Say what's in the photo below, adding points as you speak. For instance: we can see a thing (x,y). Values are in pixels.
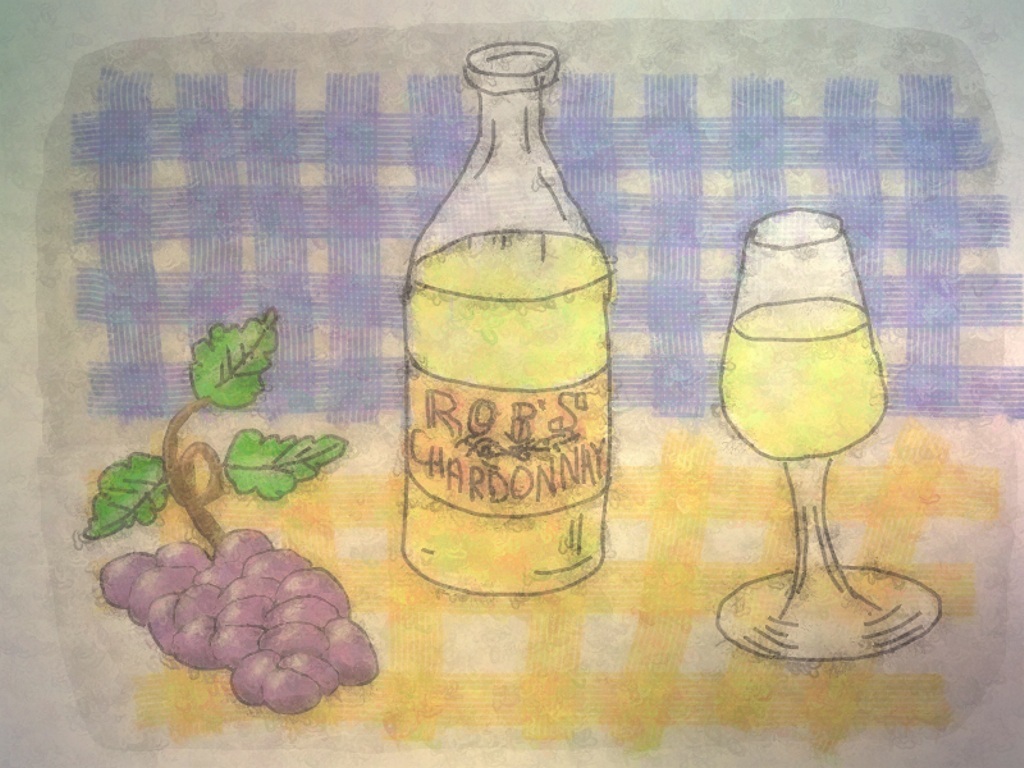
In the image we can see there are drawings (594,397) on the cloth (422,658) and there is a bunch of grapes (250,651), wine bottle (524,512) and a wine glass (879,420) filled with wine (834,318).
